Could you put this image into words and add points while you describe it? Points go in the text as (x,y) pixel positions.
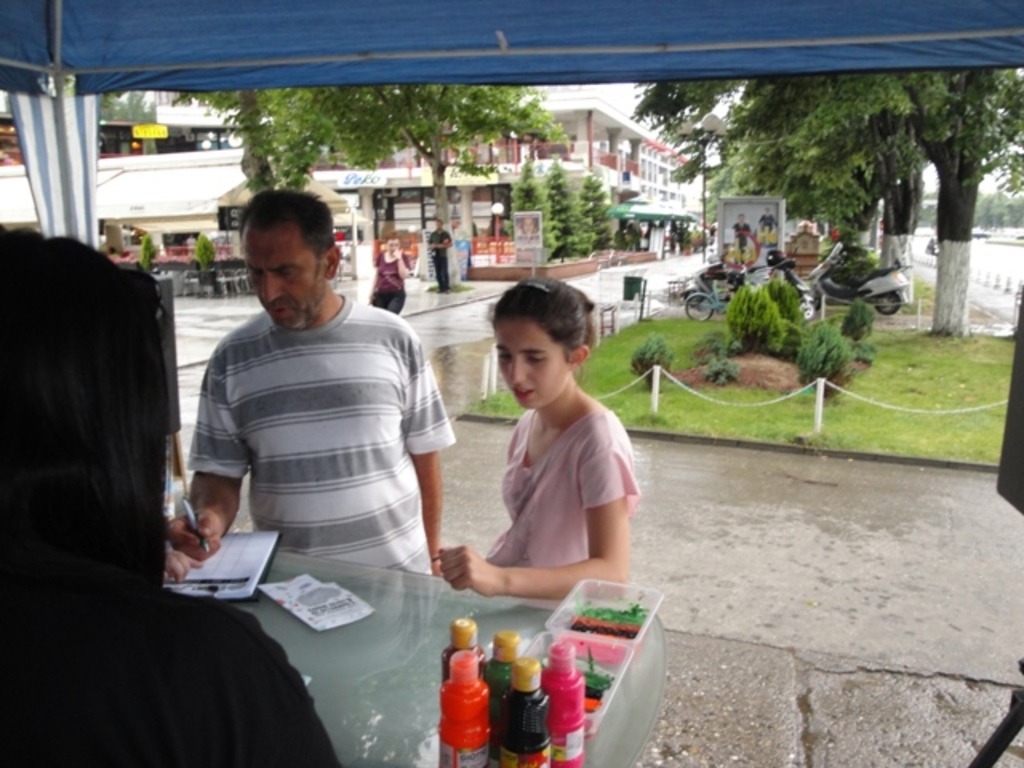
On the left side of the image (116,641) there is a person (195,610). In front of that person (241,620) there is a table (359,626) with papers (307,602), bottles (561,669) and boxes (584,616). Behind the table (370,571) there are two persons (563,472). Behind them there is a road (221,311). Behind the road (208,308) on the ground (806,394) there are poles (652,408) with chains (961,413), trees (939,240) and also there is grass (593,388). Behind them there are vehicles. In the background (624,141) there are buildings (639,164), chairs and some other things (504,241). And there are few people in the background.
